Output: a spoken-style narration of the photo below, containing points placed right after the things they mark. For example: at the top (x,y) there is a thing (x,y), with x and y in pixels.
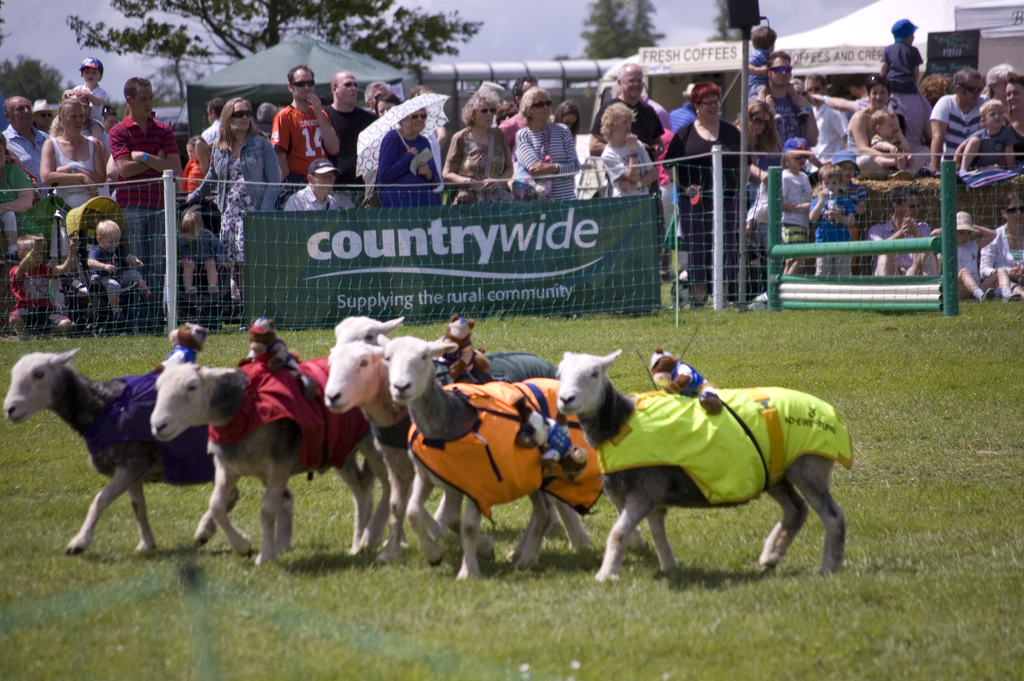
In this image there are herd of sheep (601,431) with shirts (545,375) and toys (482,357) on it, and there are group of people (448,170) standing, net (389,254), board (650,246), tents (1011,59), trees (110,32), sky (486,54).
